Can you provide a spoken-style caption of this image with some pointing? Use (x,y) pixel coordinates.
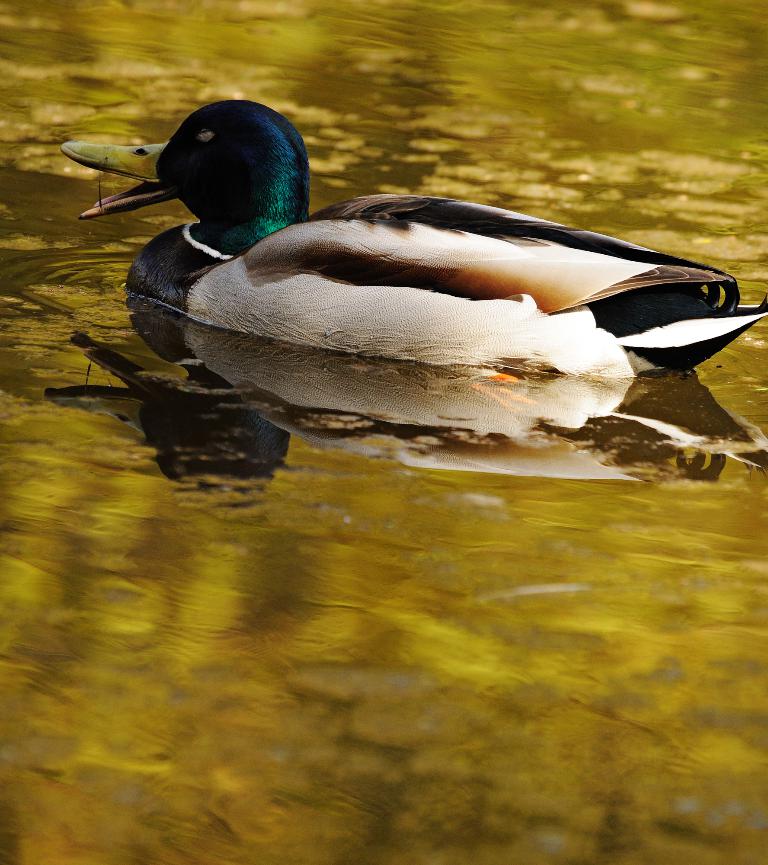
In the image there is a duck (384,269) in the water (404,422).
